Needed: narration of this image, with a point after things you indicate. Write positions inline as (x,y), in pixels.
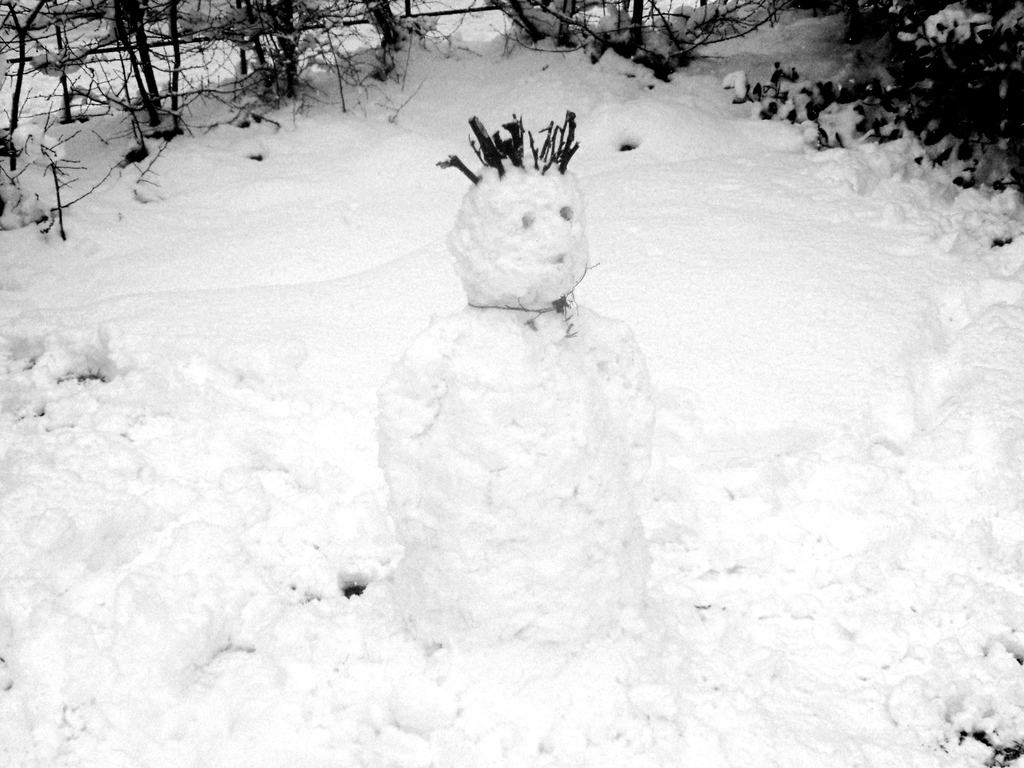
In this picture It looks a snow doll (478,399) in the middle (519,402), in the background (843,98) I can see the trees (861,107). This image is in black and white color.
